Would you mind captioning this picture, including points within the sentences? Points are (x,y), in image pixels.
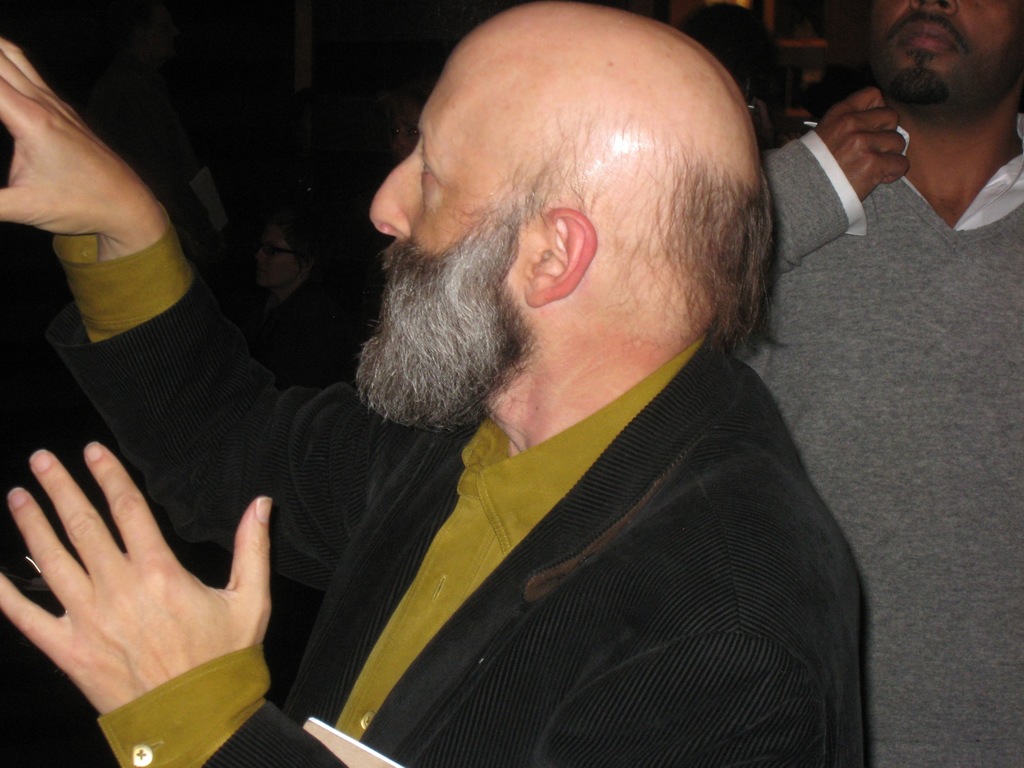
In this picture there is a person (551,610) wearing black jacket (590,618) is having a bald head (544,175) with beard (400,382) and there is another person (862,329) standing in the right corner (958,348) and there are some other persons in the background (303,239).
